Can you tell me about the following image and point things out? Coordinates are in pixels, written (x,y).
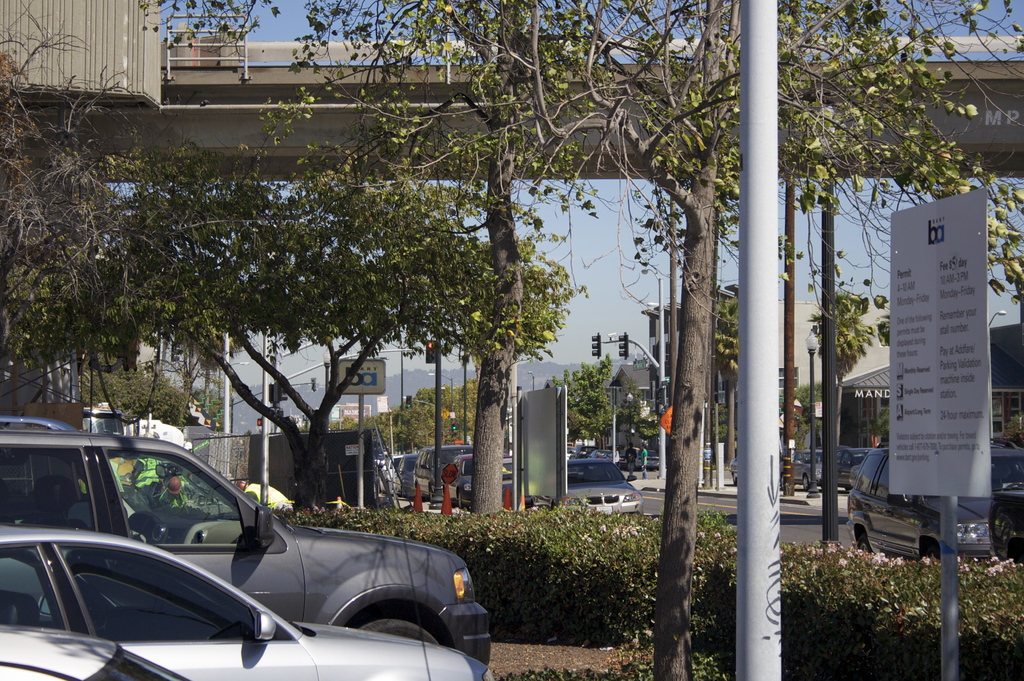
On the left side (103,558) there are vehicles (116,589). Near to that there are trees (459,309) and bushes (600,529). Also there are poles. On the right side (934,380) there is a board (928,407) with a pole (946,505). Also there is a road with vehicles (870,492). In the back (602,346) there are traffic lights (620,347) with pole (660,361), sky (627,239) and a bridge (470,129).
